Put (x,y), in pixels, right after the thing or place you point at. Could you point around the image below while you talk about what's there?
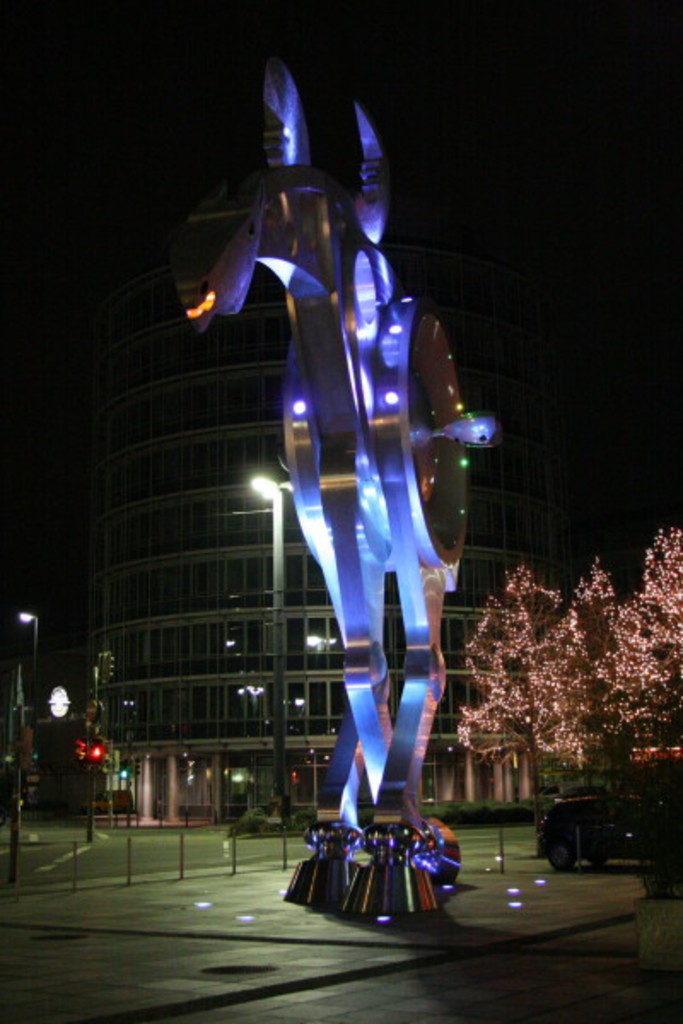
In this image we can see the sculpture (342,375), at back (148,365) there is the building (190,497), there is the light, there are the trees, there are cars (572,808) travelling on the road (588,861), there it is dark.
